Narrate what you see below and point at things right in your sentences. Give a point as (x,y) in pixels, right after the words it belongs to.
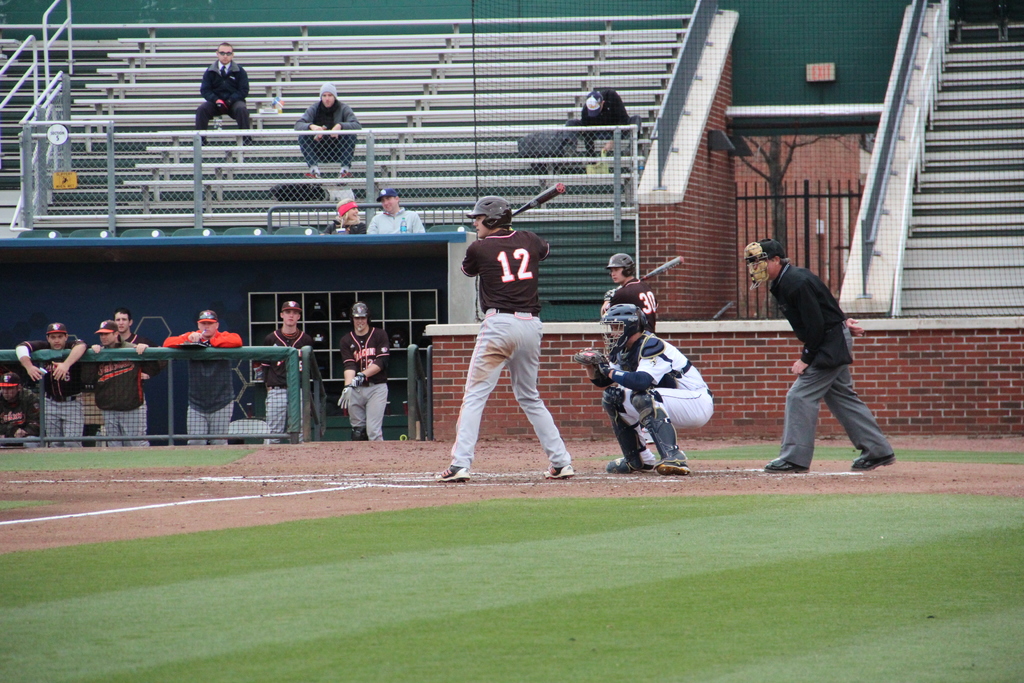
In this image we can see people (492,371) playing baseball. In the background of the image (257,146) there are stands (257,146), fencing (135,160), net (549,183). There are few people (209,342) standing and few of them are sitting in stands (471,80). There is a gate (817,196). At the bottom of the image (457,613) there is grass (327,628).
